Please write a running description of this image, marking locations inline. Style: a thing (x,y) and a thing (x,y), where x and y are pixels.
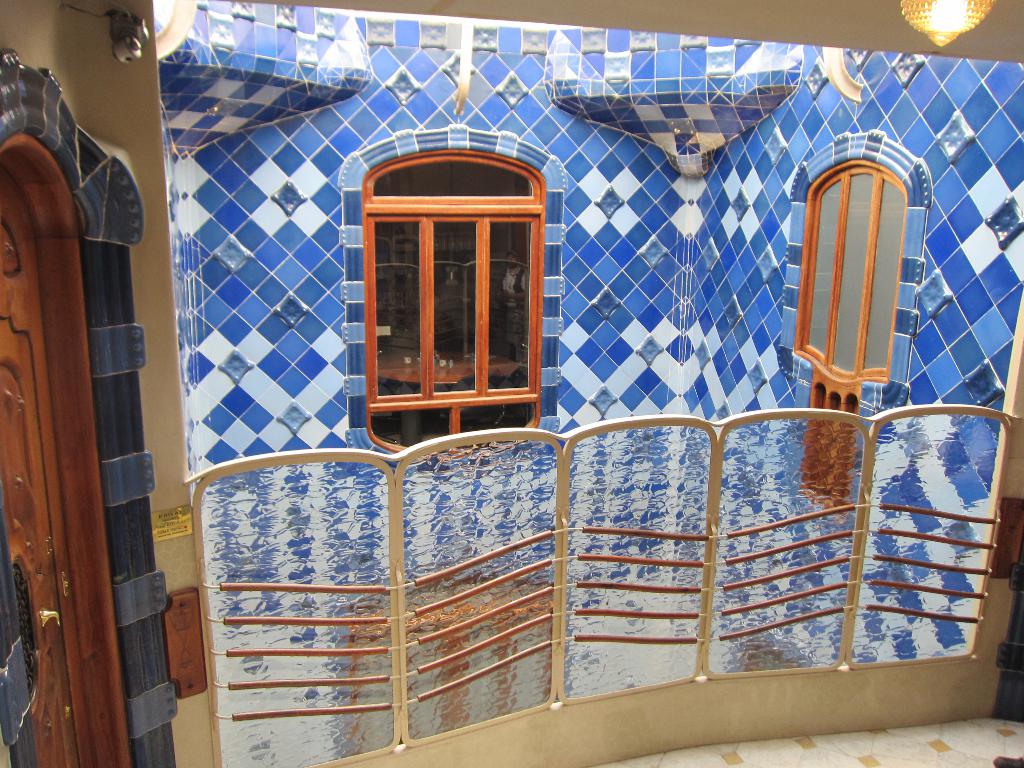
In this image I can see the inner part of the building (459,341). I can see the door (35,621), windows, railing (959,580), light (940,1) and the colorful wall (733,341).
